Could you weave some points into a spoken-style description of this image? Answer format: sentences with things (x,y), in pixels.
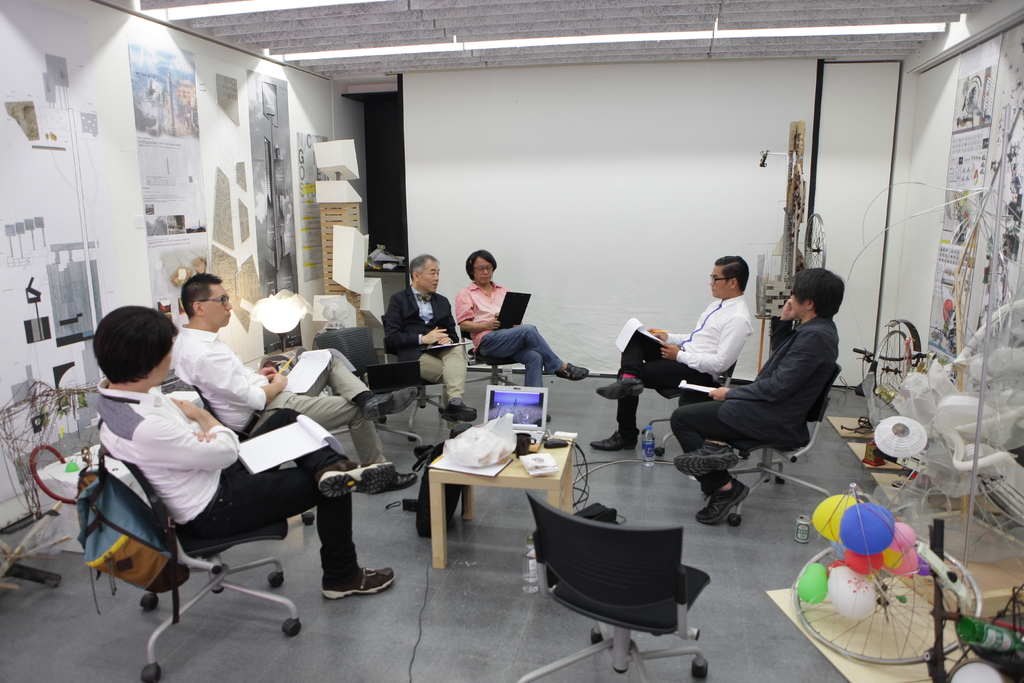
This image consist of six people (150,343). They are sitting in the chairs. To the left (194,464), the man (215,463) is wearing white shirt (209,488) and black pant (295,498). To the right (727,437), the man (724,431) is wearing black suit (745,427). In the middle (514,421), there is a table (524,471) on which a laptop (544,432) is kept. In the background (282,66), there is a wall (445,111) on which some posters (251,172) are there. At the top (499,43) there is a roof (527,37).
